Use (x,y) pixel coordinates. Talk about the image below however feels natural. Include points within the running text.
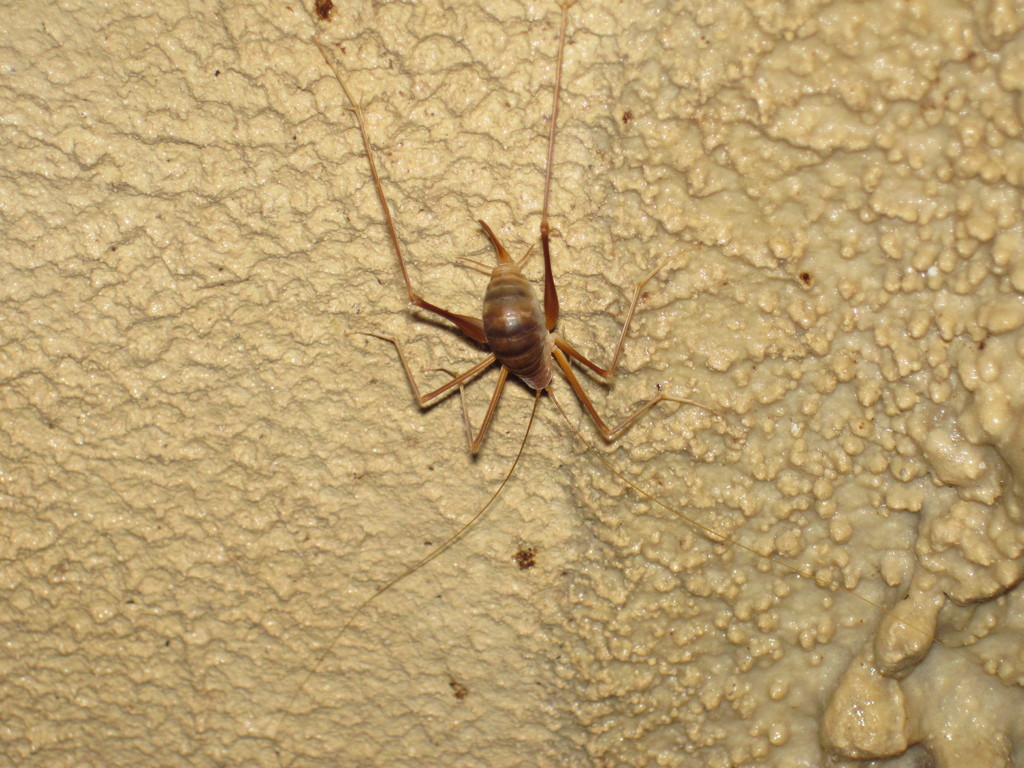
On a surface (430,426) there is an insect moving around.
